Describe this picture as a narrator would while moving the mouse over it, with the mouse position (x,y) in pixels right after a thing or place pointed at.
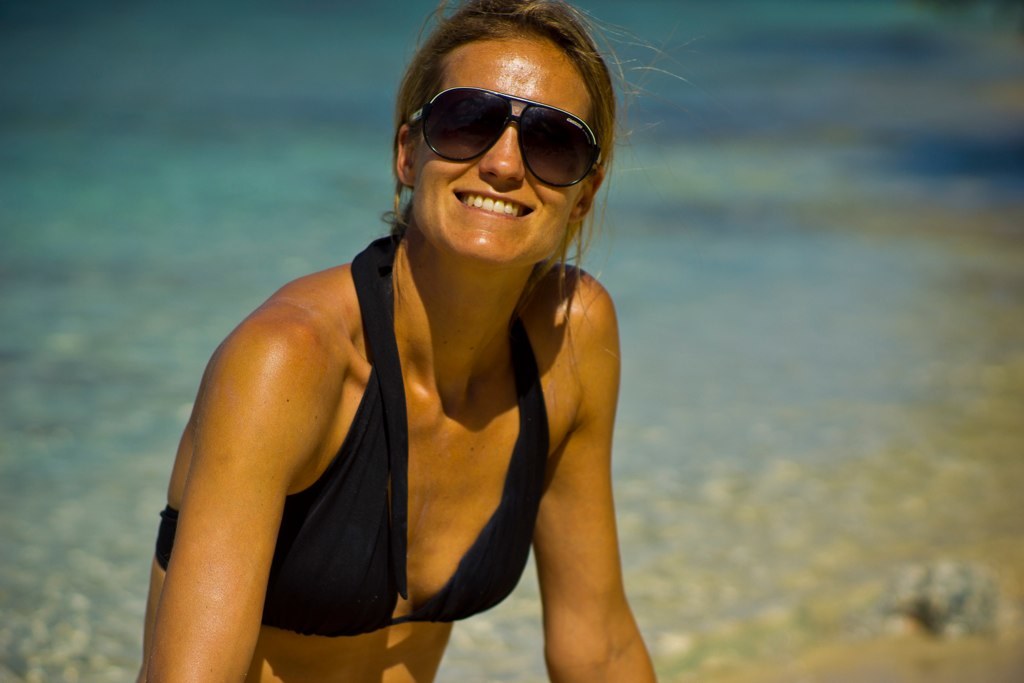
In this image I can see a woman (565,351) smiling and wearing goggles (490,124). The background (811,185) is blurred.
